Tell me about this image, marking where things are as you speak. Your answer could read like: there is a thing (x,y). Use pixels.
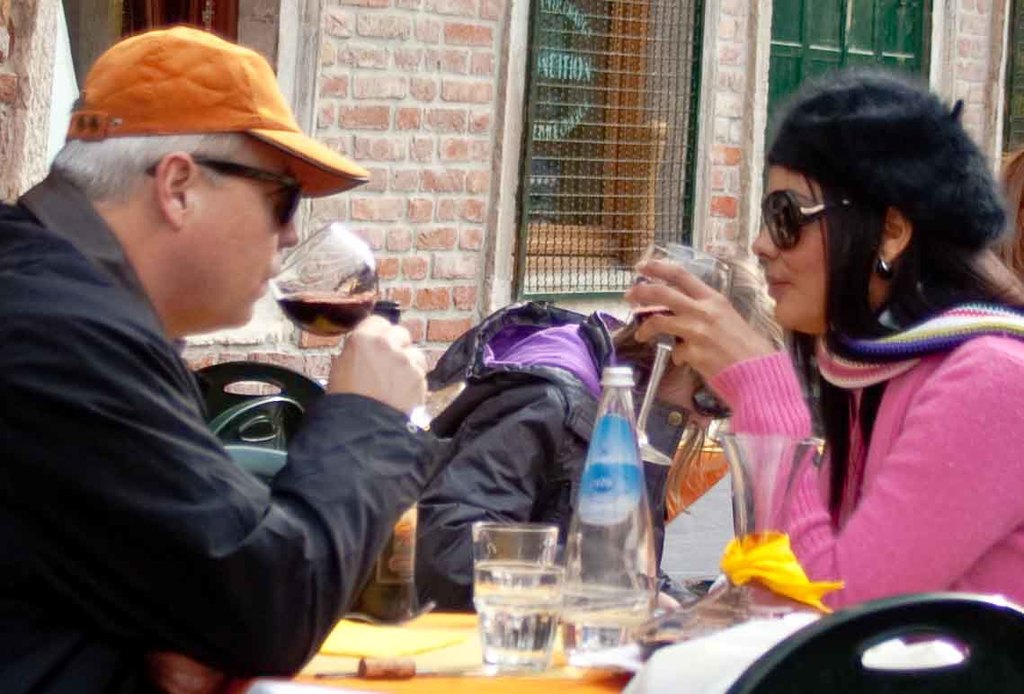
In this image I can see three persons (315,443) and I can see all of them are wearing jackets (1017,382) and shades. In the front (717,377) I can see two of them are holding glasses (692,276) and I can see both of them are wearing caps (295,169). In the centre of the image (627,395) I can see a table (382,693) and on it I can see few glasses (491,534), a bottle (580,494) and few other stuffs (360,645). I can also see few chairs (894,616) around the table (584,671) and in the background (389,102) I can see the wall (340,81) and a window (563,56).
